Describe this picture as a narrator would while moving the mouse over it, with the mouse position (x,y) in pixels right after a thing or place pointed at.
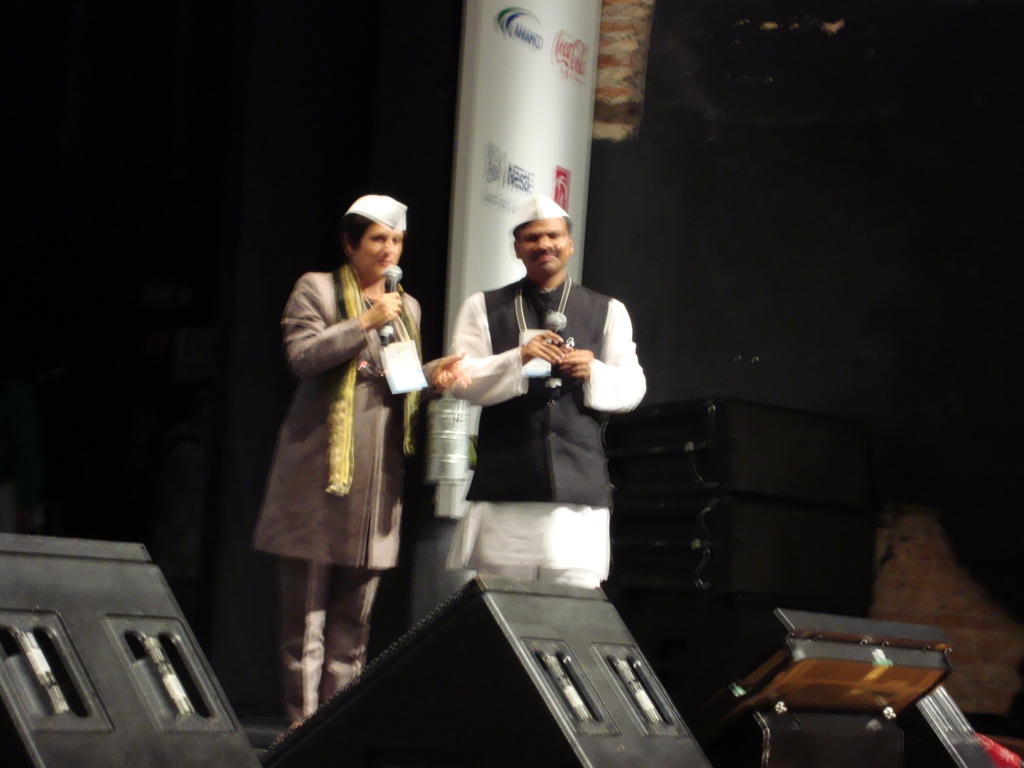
In this image I can see two persons (567,433) standing. There are speakers (149,763), there is a board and there are some other objects (650,486). There is a dark background (747,73).
